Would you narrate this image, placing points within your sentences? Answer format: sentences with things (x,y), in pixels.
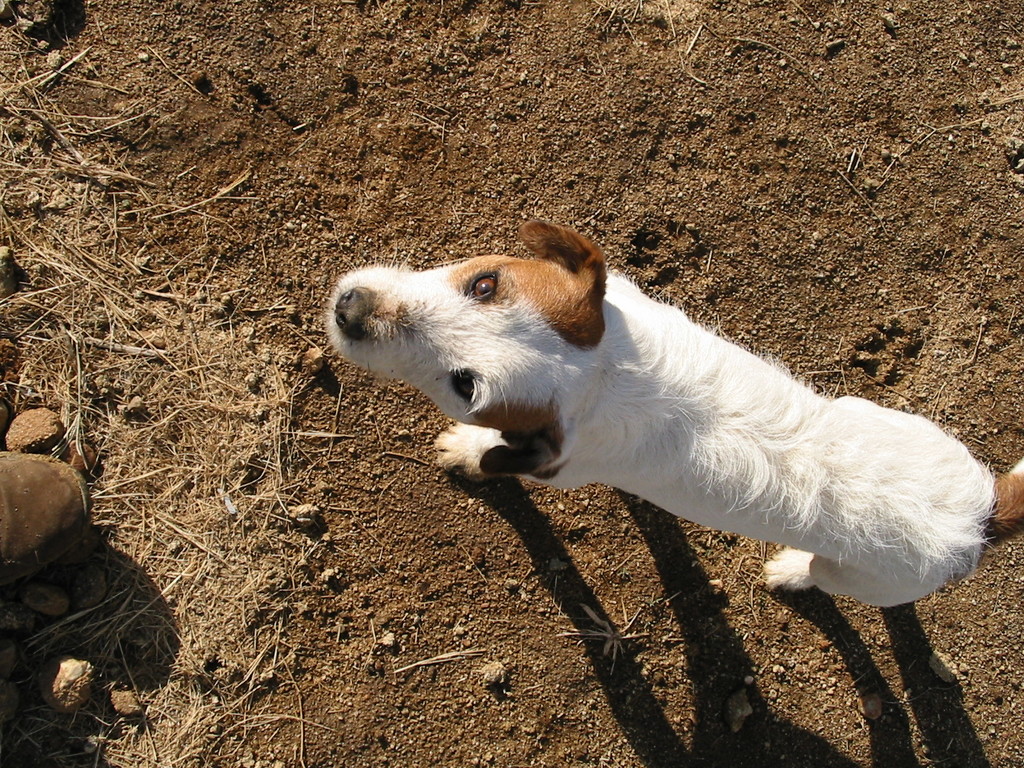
In this image I can see a white color dog (493,360) standing on the ground (114,175) facing towards the left side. On the left side (42,516) there is a shoe (47,537) on the ground (162,529) and also I can see some stones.
